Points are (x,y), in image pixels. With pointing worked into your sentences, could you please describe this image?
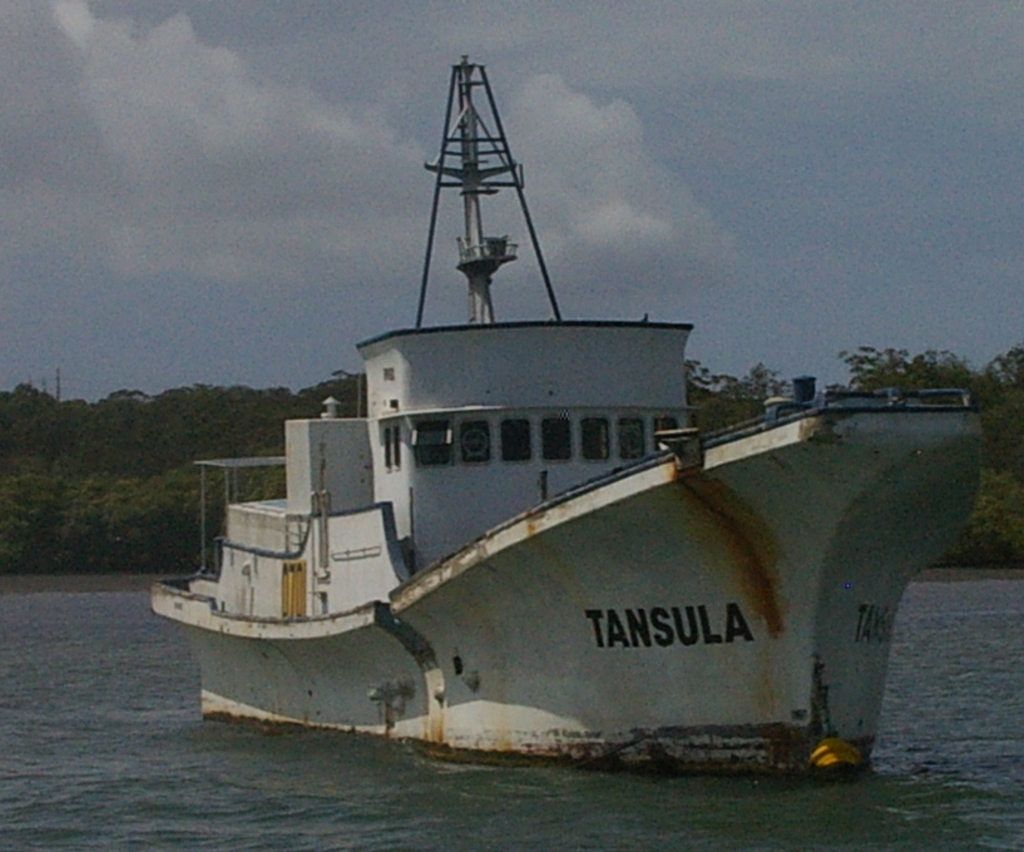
In this picture there is a ship (478,527) on the water (641,818) and there is text (615,635) on the ship (532,652). At the back (19,445) there are trees (119,563). At the top (496,45) there is sky (724,71) and there are clouds (551,91). At the bottom (534,804) there is water (717,797).
